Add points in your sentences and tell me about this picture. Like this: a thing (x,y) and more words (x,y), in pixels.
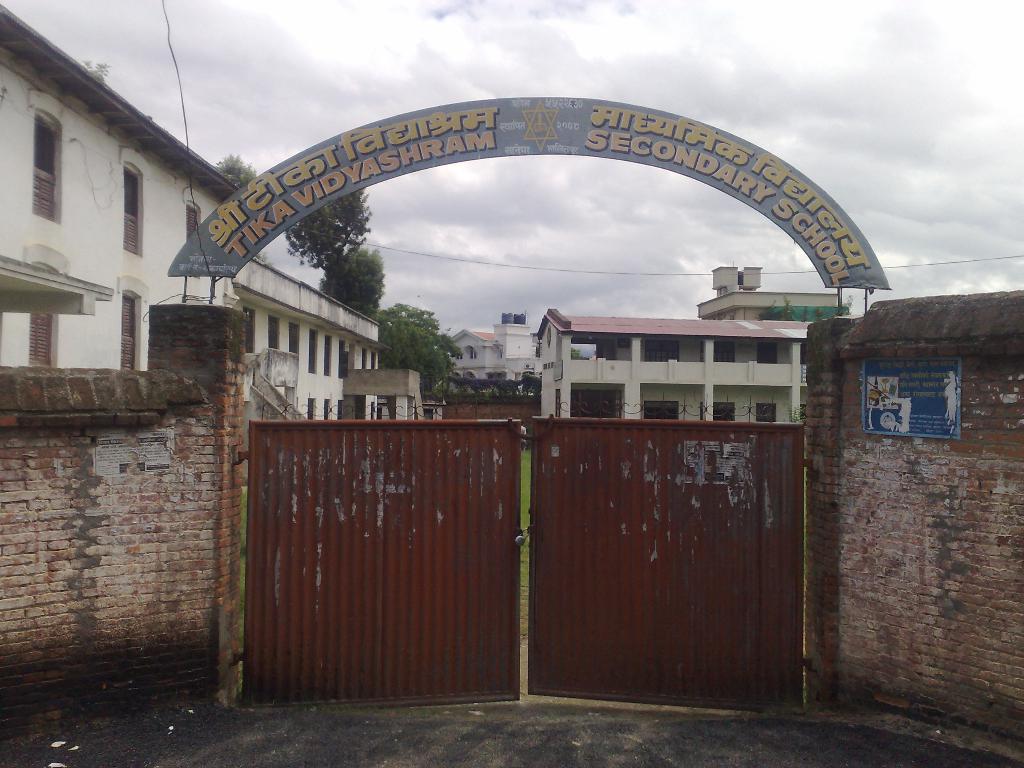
At the top of the picture (565,71) we can see clouds (503,62) and it seem like a cloudy day. This is a gate (672,572) in brown colour. Here we can see a wall (948,548) with bricks (927,481). This is an arch (437,133) stating a school name (267,184). Inside the gate (537,446) we can see buildings (471,370). These are trees (441,384). We can see water tanks (519,322) at the top of the building (534,329).
